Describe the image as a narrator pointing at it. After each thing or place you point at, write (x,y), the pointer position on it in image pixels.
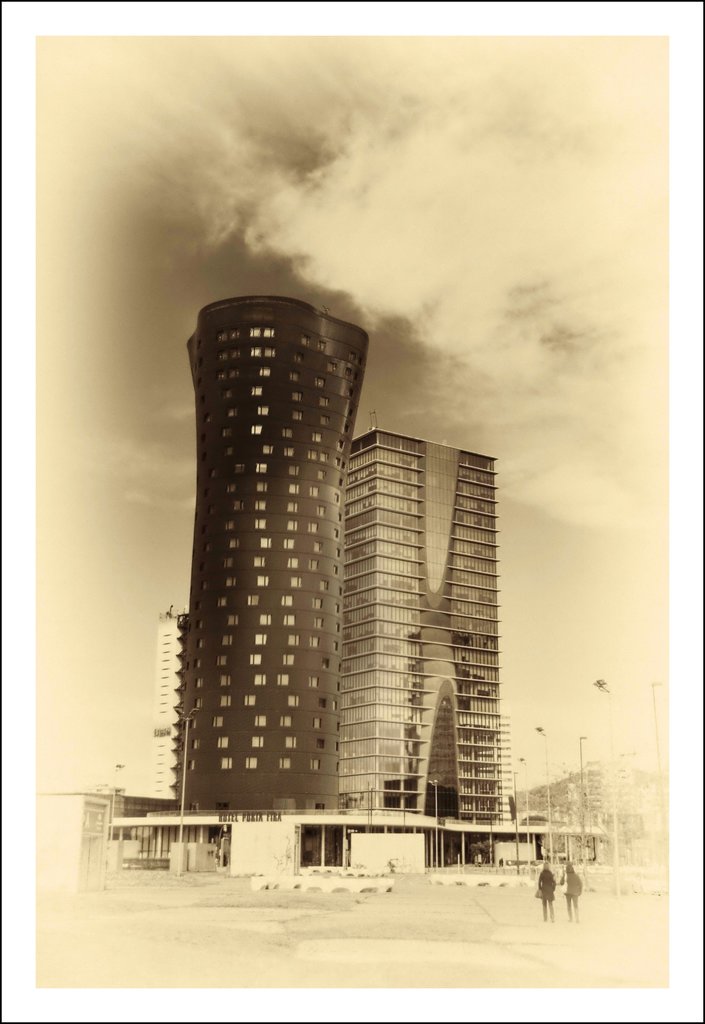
This image looks like an edited photo in which I can see buildings (365,719), poles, two persons (577,910) are standing on the road (478,929) and the sky (192,450).
